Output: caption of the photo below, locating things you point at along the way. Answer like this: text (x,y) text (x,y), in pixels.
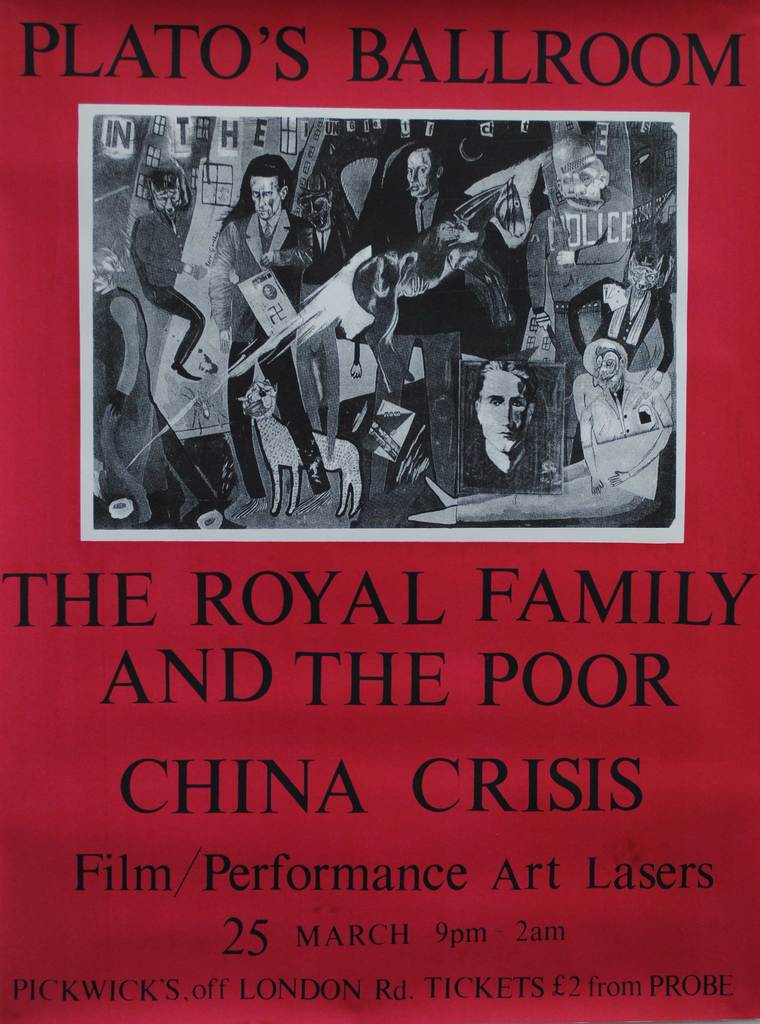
In this picture we can see a poster (322,444), there is an image (411,340) and some text (326,935) on this poster (256,408), we can see cartoons (443,330) of some persons (428,203) in this image.
